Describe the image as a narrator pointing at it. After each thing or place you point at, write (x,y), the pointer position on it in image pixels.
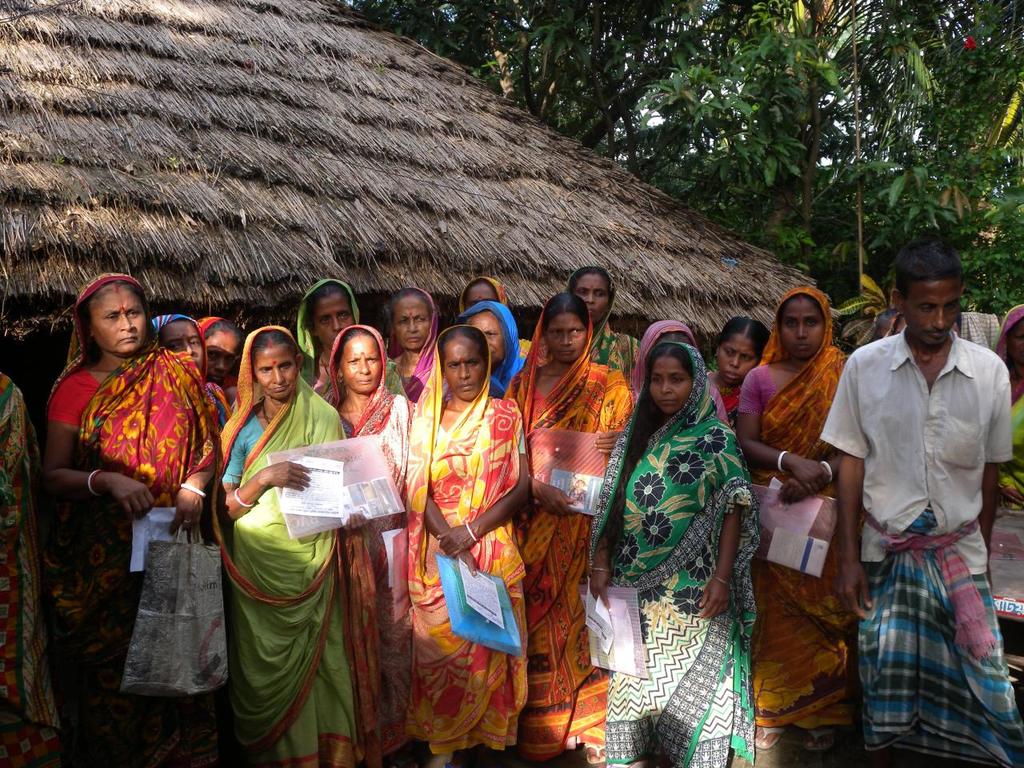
In this image I can see number of persons (500,519) are standing on the ground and holding few covers (381,503) in their hands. In the background (269,154) I can see the roof (339,187) of the building (326,153) and few trees (747,28) which are green in color.
